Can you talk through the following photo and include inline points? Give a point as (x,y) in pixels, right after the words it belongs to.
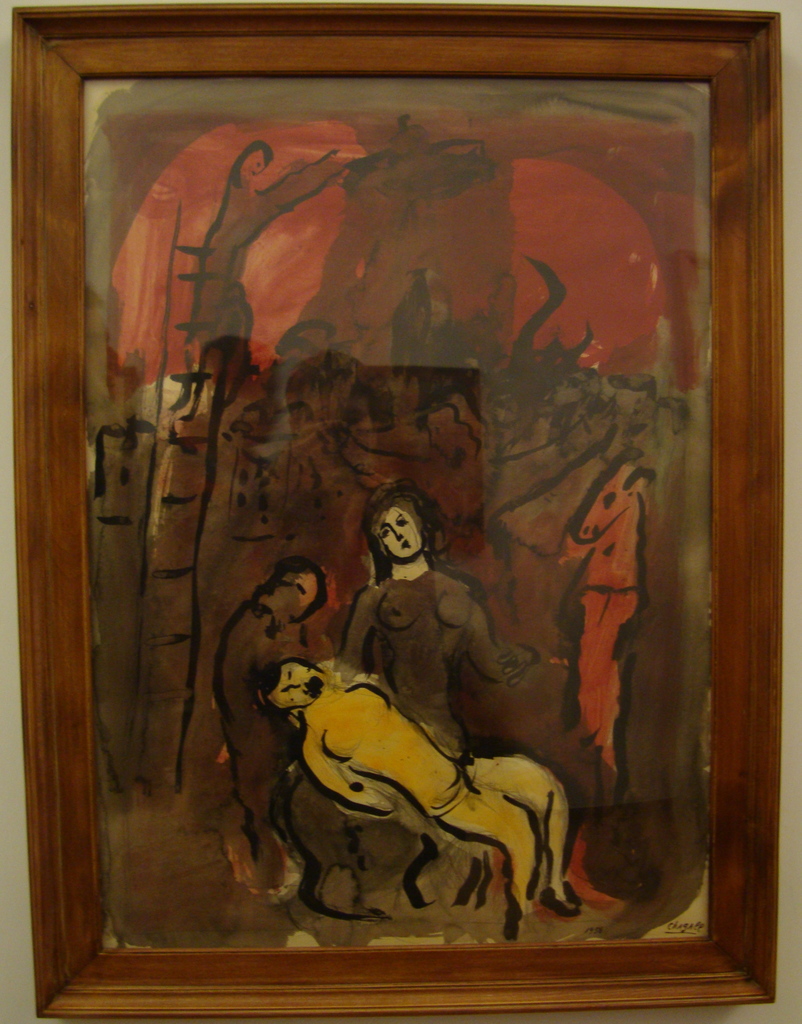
In this picture I can observe a painting (217,628). There are some people (262,584) in this painting (356,610). This painting (419,680) is in brown, yellow and red colors. I can observe brown color frame (766,668). This frame (607,56) is fixed to the wall (6,608).
